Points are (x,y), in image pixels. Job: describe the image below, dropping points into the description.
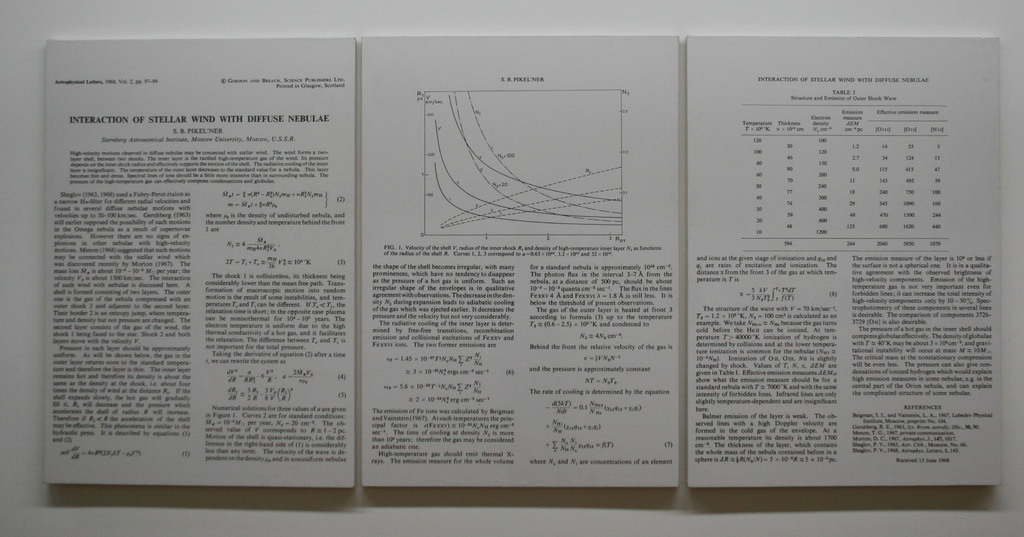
In this image on the wall (691,493) there are posters (573,340) with some text (475,379) on it.
